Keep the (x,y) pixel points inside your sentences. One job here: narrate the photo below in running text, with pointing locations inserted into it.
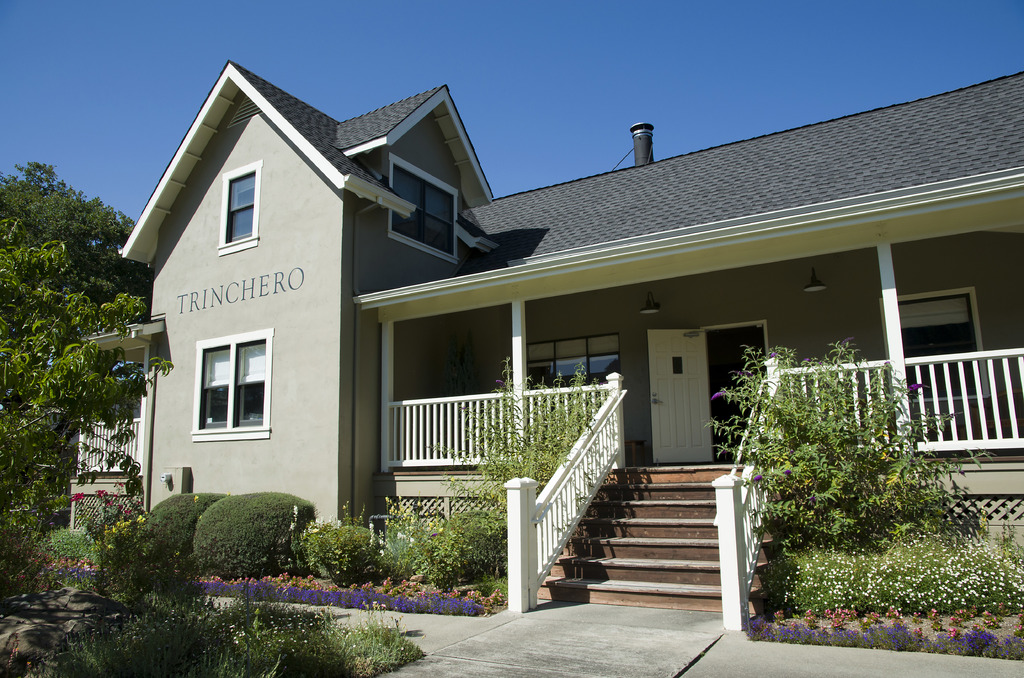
In this image, I can see the trees (90,241), bushes (304,557), plants (252,641) and a house (344,407). In the background (35,109), there is the sky (538,51).
